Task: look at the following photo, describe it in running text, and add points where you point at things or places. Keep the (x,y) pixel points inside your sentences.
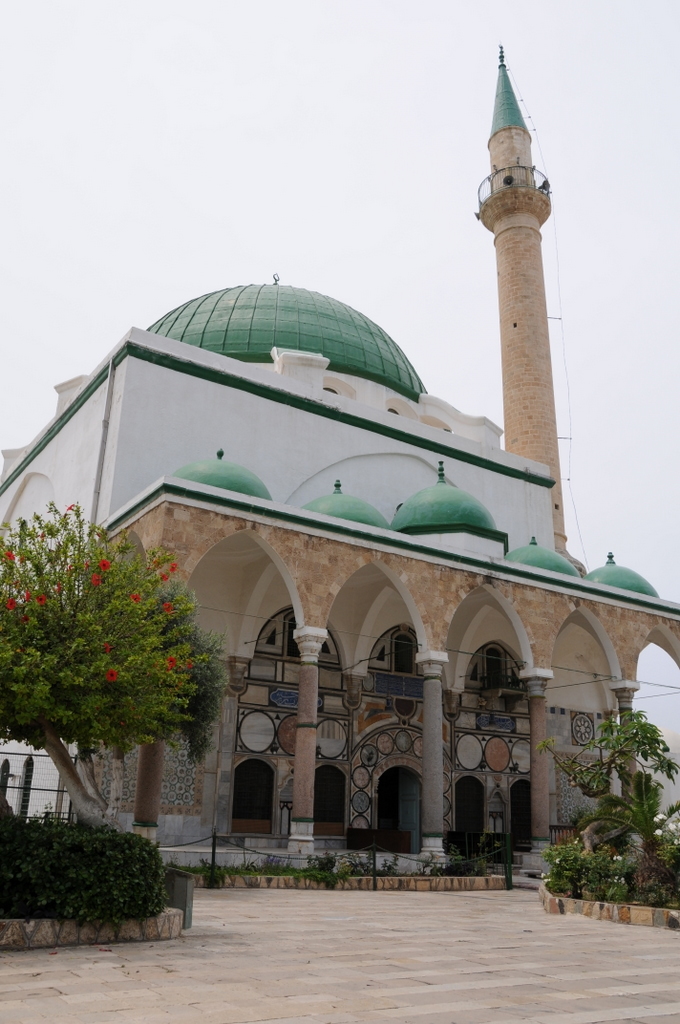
In this image we can see a mosque (334,641). There is a tree (186,707) at the left side of the image (173,703). There are many plants (615,895) in the image. We can see the sky (323,129) in the image. There is a walkway (411,956) in the image.
